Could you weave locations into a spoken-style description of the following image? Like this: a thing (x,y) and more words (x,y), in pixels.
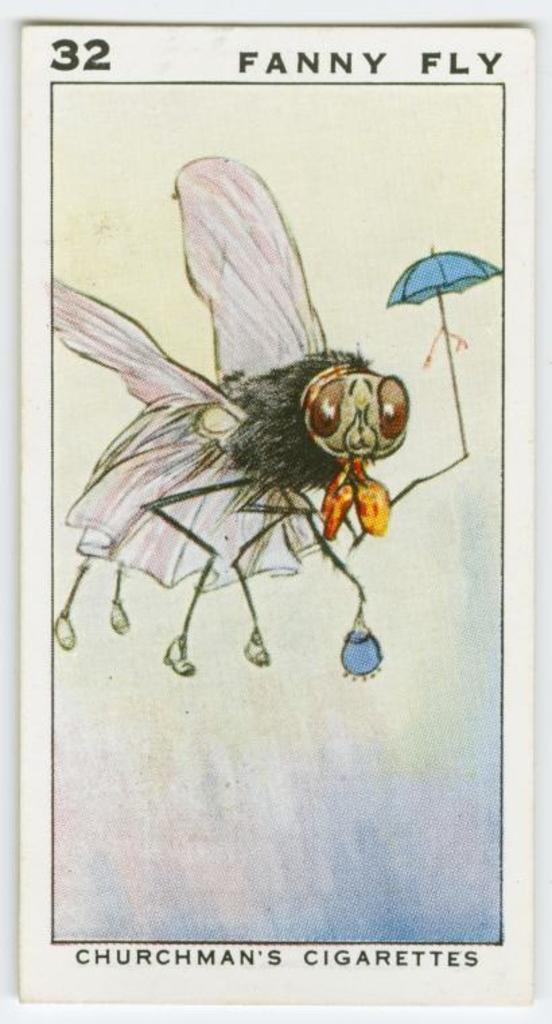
In this image I can see a card (269,906) is placed on a white surface (319,5). On this card (258,370) I can see some text (387,961) and paintings (189,425) of a fly (305,413) and an umbrella (440,306).
